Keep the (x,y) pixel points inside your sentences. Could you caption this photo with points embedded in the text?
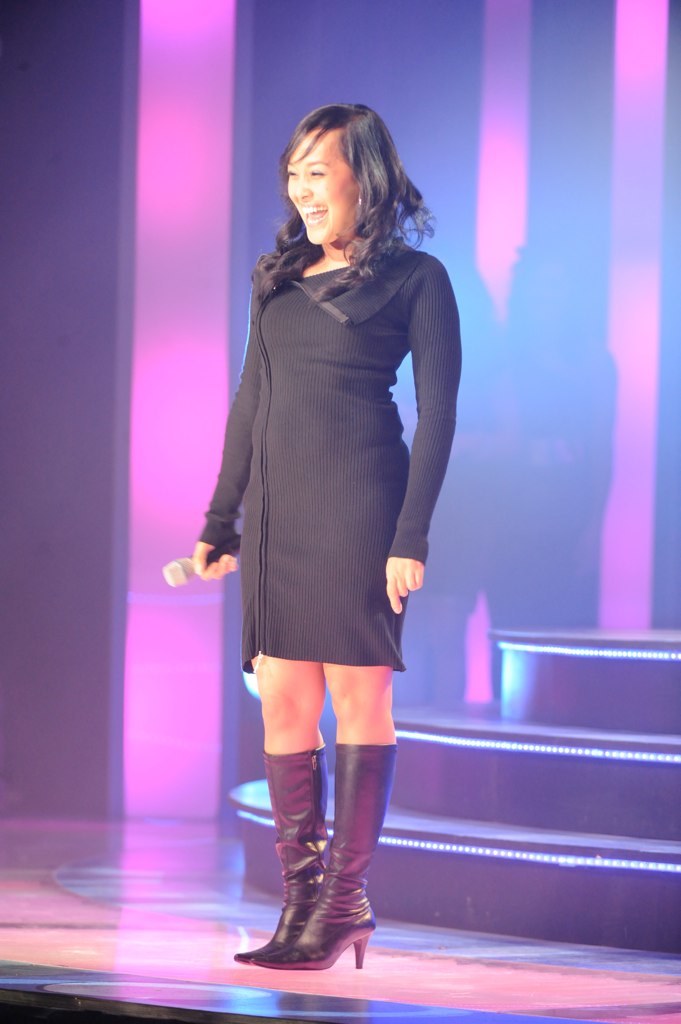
In this image we can see a woman (301,648) standing on the floor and holding an object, there are stairs (525,744) and in the background (353,62), we can see the wall (224,207).
